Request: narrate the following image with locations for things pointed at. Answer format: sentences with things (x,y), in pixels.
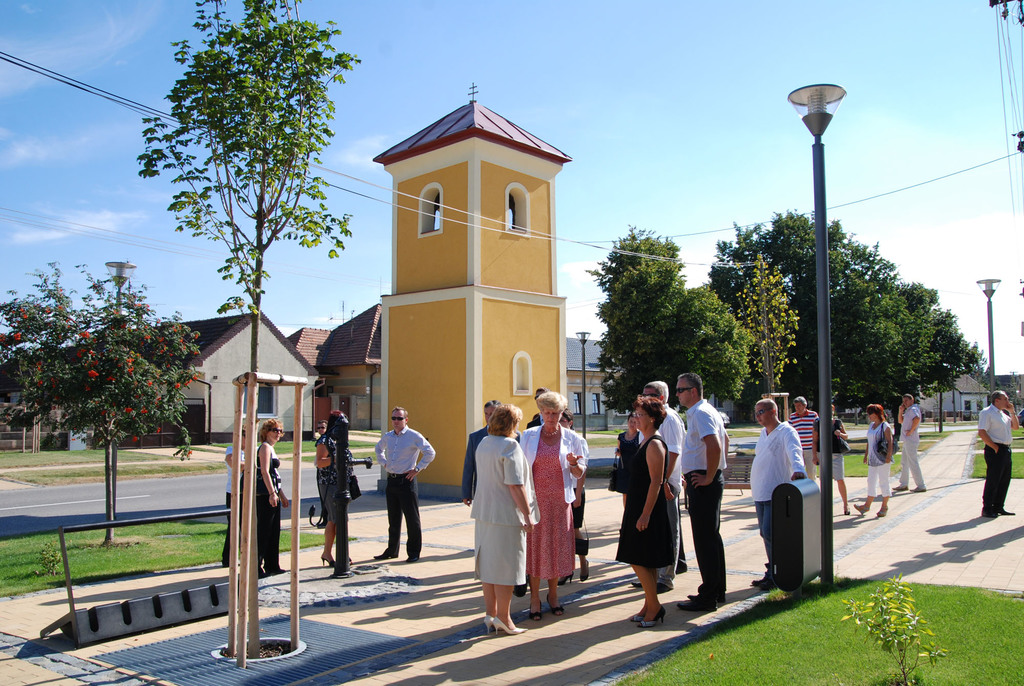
In this image there is the sky (671,52) towards the top of the image (591,52), there are houses (227,382), there is a road (131,484), there are a group of persons (506,464) standing, there are trees (122,339), there are poles (822,337), there are street lights (793,93), there are wires (1015,146) towards the right of the image (1003,108), there are wires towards the left of the image (9,53), there is grass (1022,470) towards the right of the image (1018,468), there is grass (820,666) towards the bottom of the image (878,657), there is grass (24,559) left of the image (44,565), there is a plant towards the left of the image (40,548).
